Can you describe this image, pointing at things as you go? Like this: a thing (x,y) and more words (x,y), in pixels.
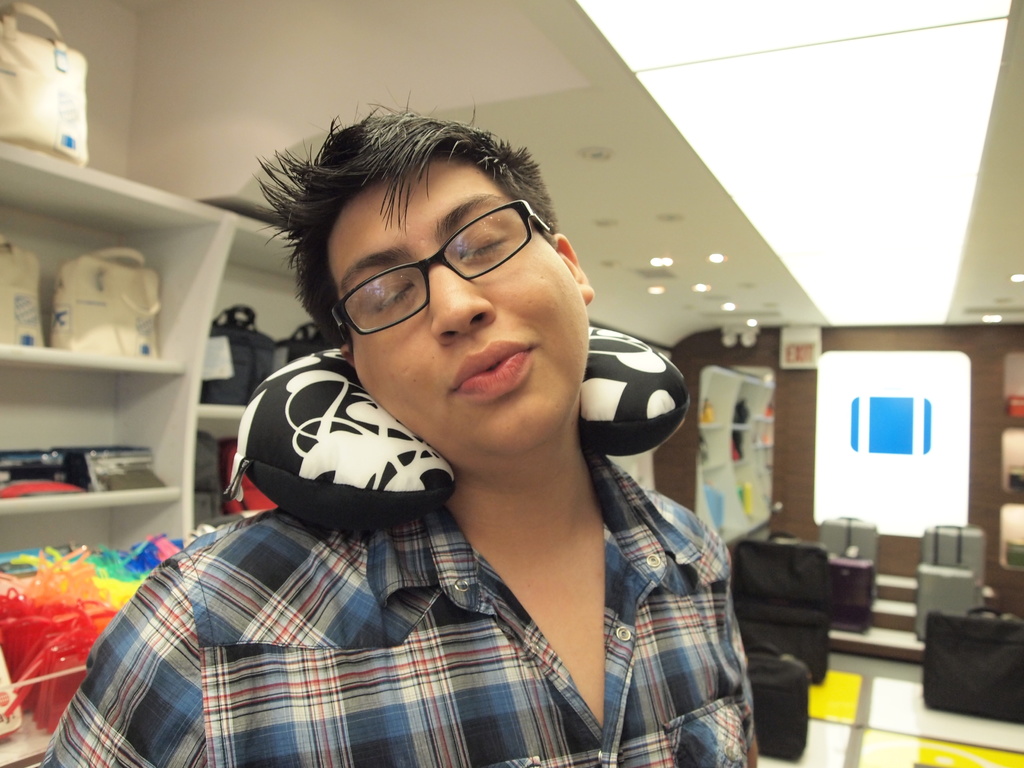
In this image I can see a person (526,419) standing with a pillow (308,371) around neck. I can see leather bags (255,374), plastic bags (31,652), travel bags (959,629), other objects (712,410) on shelves (199,343) and floor (908,669) behind him. I can see a false ceiling (615,222) with some lights (829,87). I can see a screen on the right hand side of the image (836,481).
